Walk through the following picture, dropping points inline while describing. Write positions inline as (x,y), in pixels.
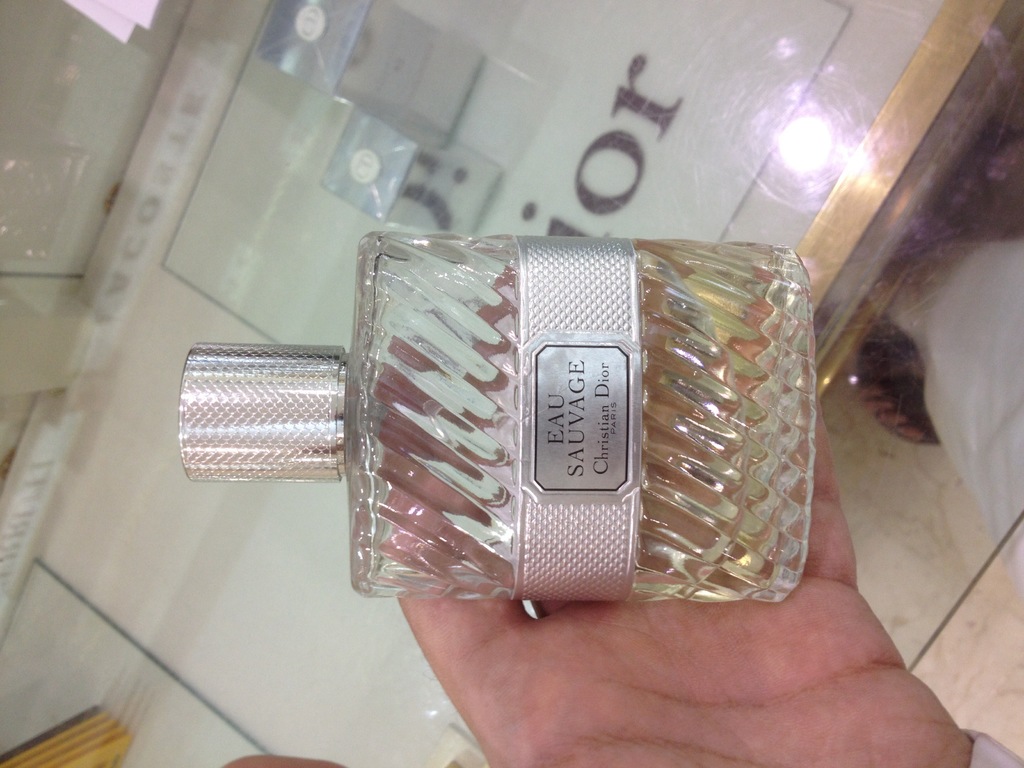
There is a hand (606,753) of a person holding a perfume bottle (606,403) which has something written on it.
